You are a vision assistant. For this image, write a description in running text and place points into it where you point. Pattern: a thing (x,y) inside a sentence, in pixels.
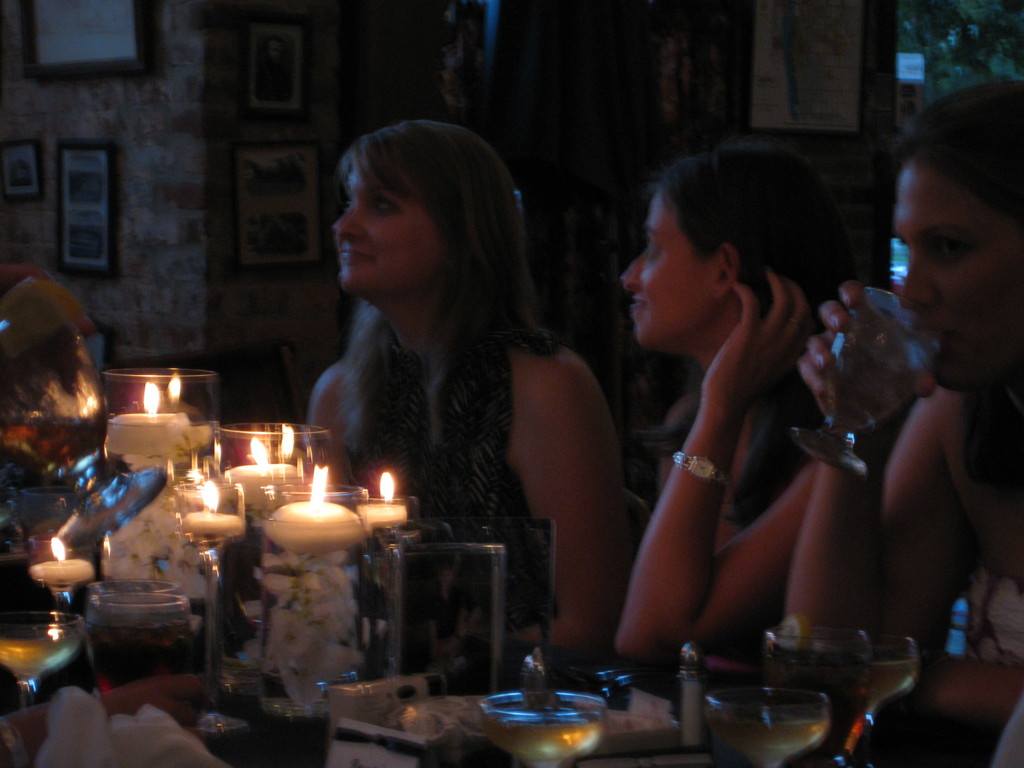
In this picture we can see three women (417,214) sitting on chairs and one is drinking with glass (878,297) and in front of them we can see glasses (771,655), candle (286,471), tissue paper (87,723) and in background (138,242) we can see wall (166,98) with frames (273,111).
